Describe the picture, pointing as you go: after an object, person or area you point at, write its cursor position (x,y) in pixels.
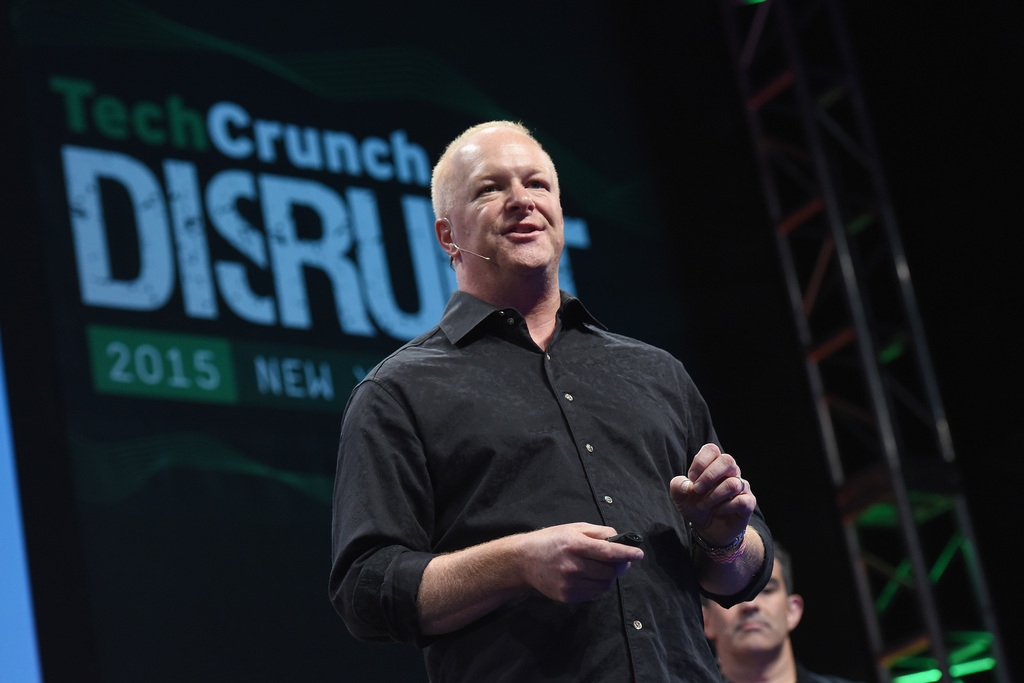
As we can see in the image there is man (511,492) who is standing in the front (652,544) wearing black shirt (624,479). He is holding a remote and behind him there is another man (768,602) and at the back (231,226) there is a banner (144,162) on which it's written "Techcrunch DISRUPT 2015 NEW". Beside the man (596,412) there is a iron pole (965,667) at the back (968,633).
